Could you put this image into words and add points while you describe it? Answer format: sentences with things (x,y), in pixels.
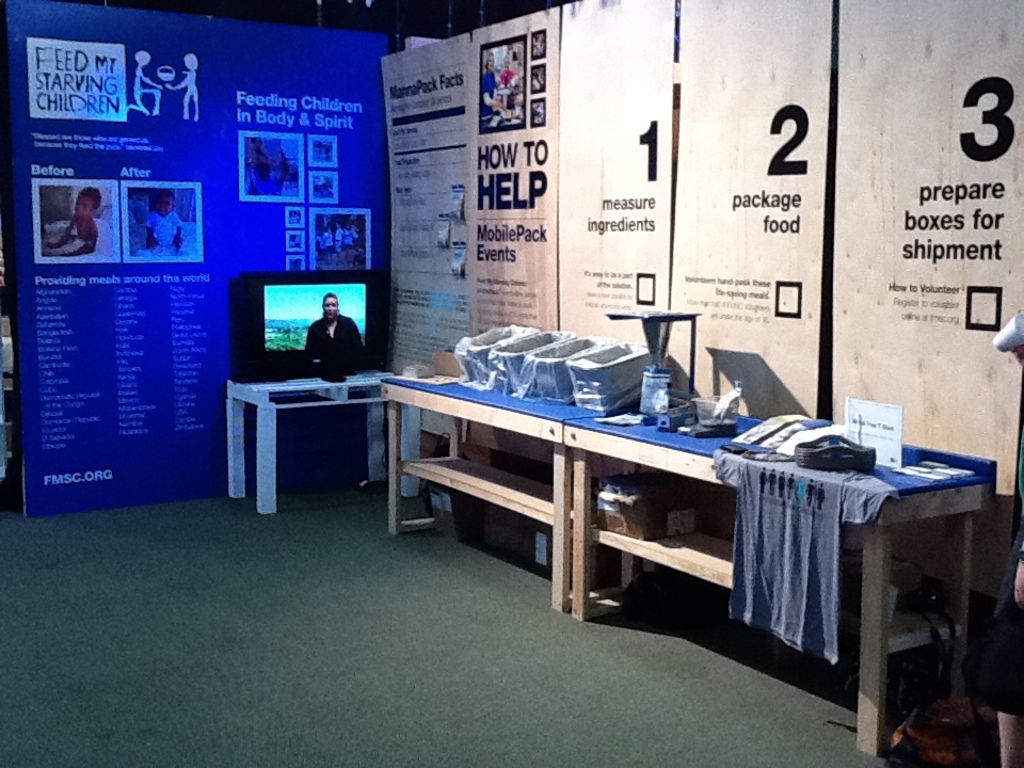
In the foreground of this image (344,689), on the bottom (294,684), there is the floor (463,660) and we can also see a television (304,368) on a white table (340,398) and few more objects (889,443) and a T shirt (824,484) are on the tables (635,434). Behind it, there are few banner walls (547,177) and text (532,181) on it.
